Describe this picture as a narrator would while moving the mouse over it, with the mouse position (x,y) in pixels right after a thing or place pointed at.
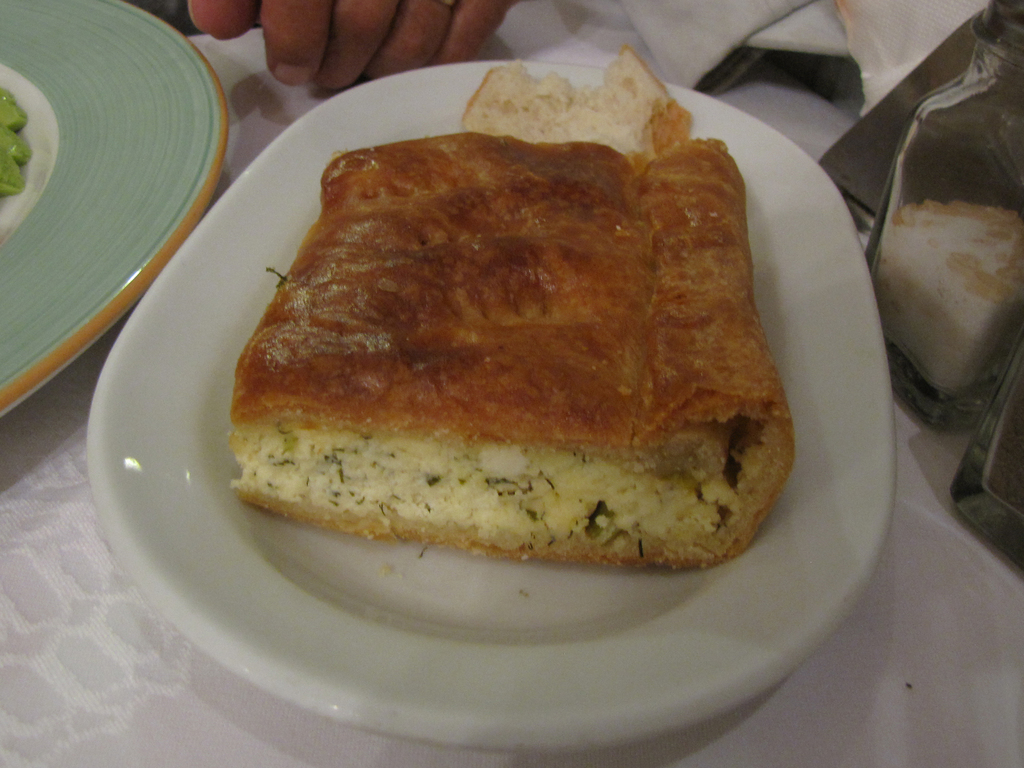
In this image I can see the plates (280,241) with food (482,198). These plates (482,571) are in white, green and yellow color. And the food (347,343) is in cream, brown and green color. To the side I can see few more objects (846,138). These are on the white color surface (80,621). I can also see the person's hand (325,22) to the side.
